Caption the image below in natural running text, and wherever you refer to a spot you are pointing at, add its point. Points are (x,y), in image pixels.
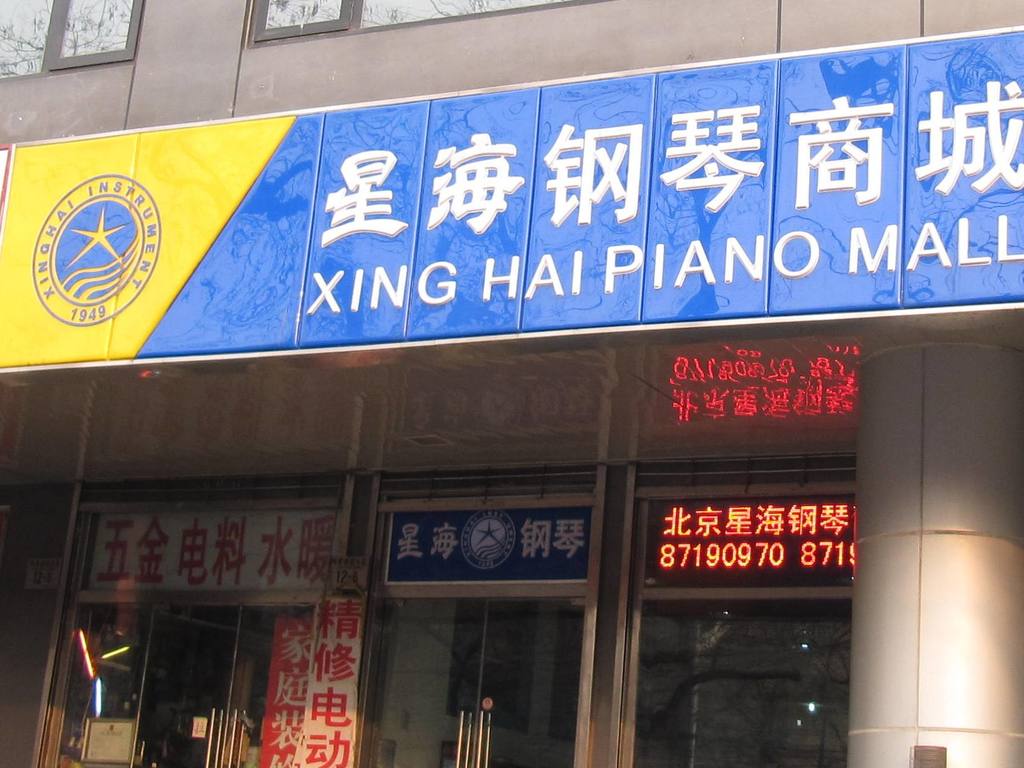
In this picture we can see a building (367,679), windows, name boards (346,718) and pillar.
